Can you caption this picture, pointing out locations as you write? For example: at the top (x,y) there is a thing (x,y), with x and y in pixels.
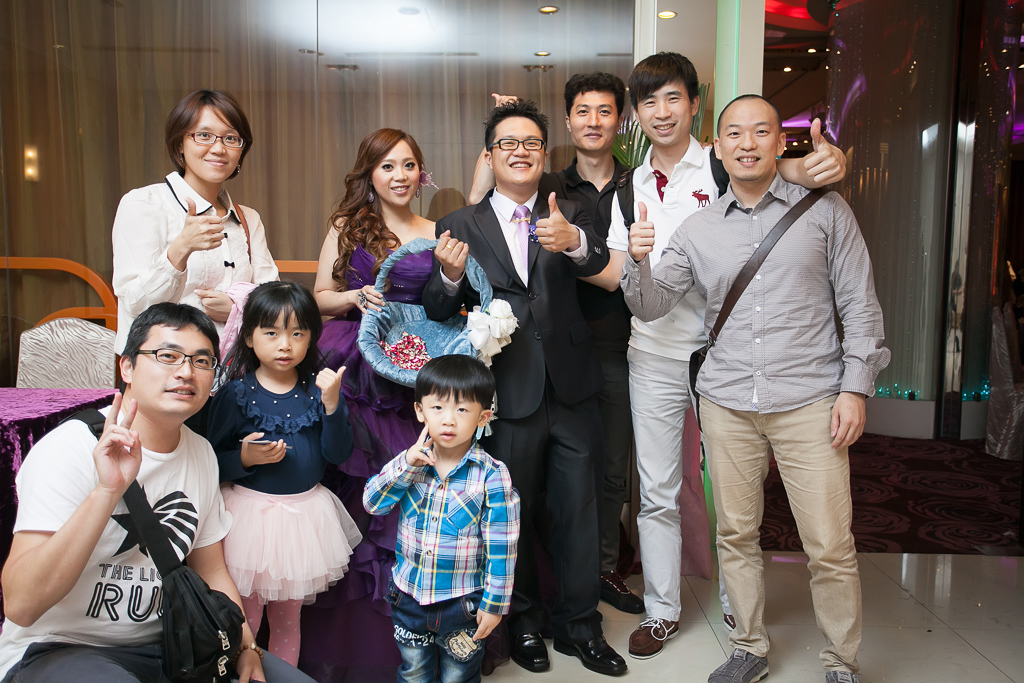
In this picture I can see group of people (38,618) smiling, and in the background (633,161) there are lights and some other objects (958,183).
